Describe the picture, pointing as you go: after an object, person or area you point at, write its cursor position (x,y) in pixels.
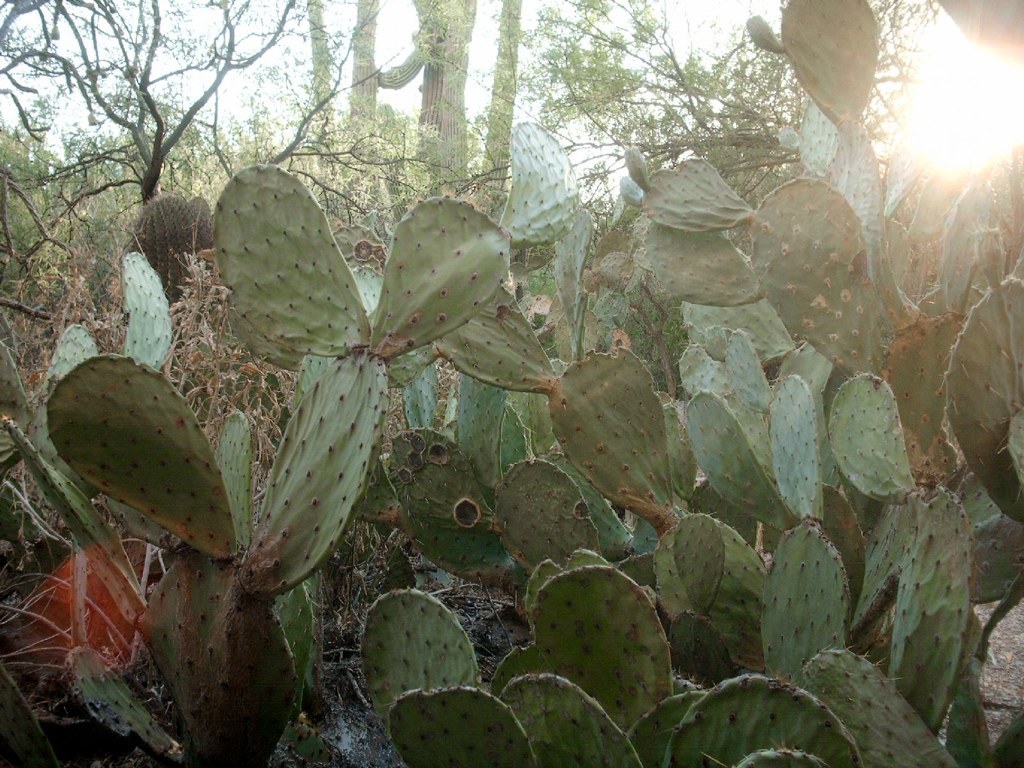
In this image I can see plants (590,504) in green color and sky (267,60) in white color.
